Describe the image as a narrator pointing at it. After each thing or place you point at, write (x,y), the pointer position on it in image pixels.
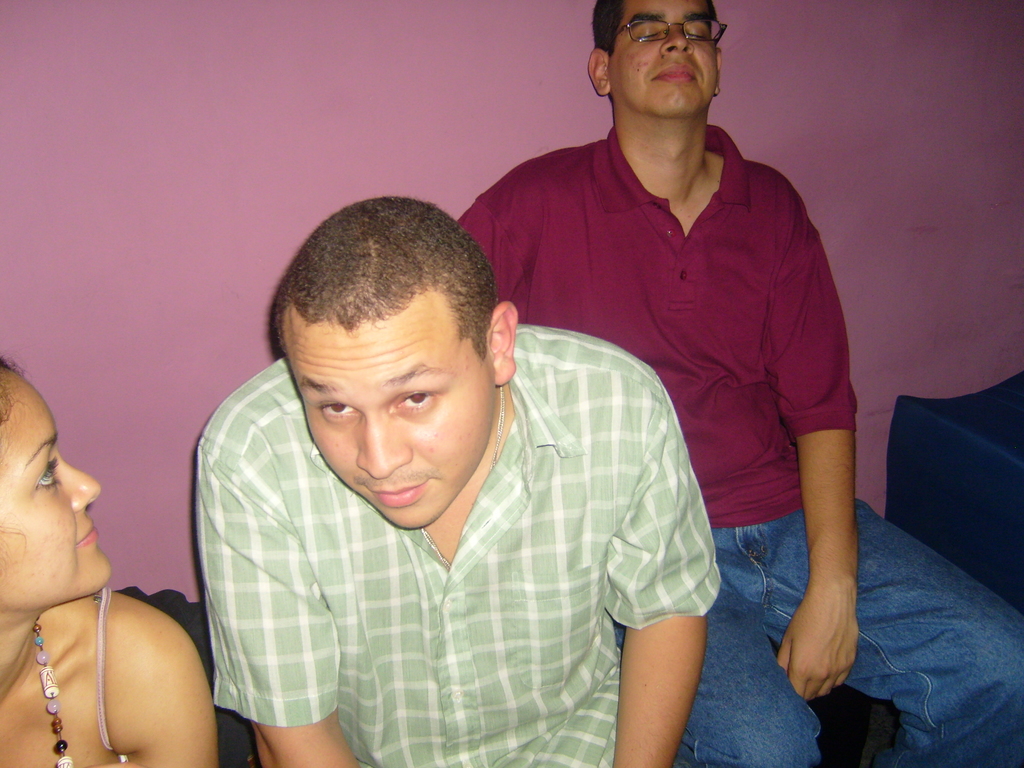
In this image there is one women (67,644) is at left side of this image (78,618) and there is one man (353,594) standing in middle of this image (471,447) and another person (688,309) is at right side of this image (694,291) and this person (668,108) is wearing spectacles (681,24) and there is a wall (220,181) in the background (182,158).
